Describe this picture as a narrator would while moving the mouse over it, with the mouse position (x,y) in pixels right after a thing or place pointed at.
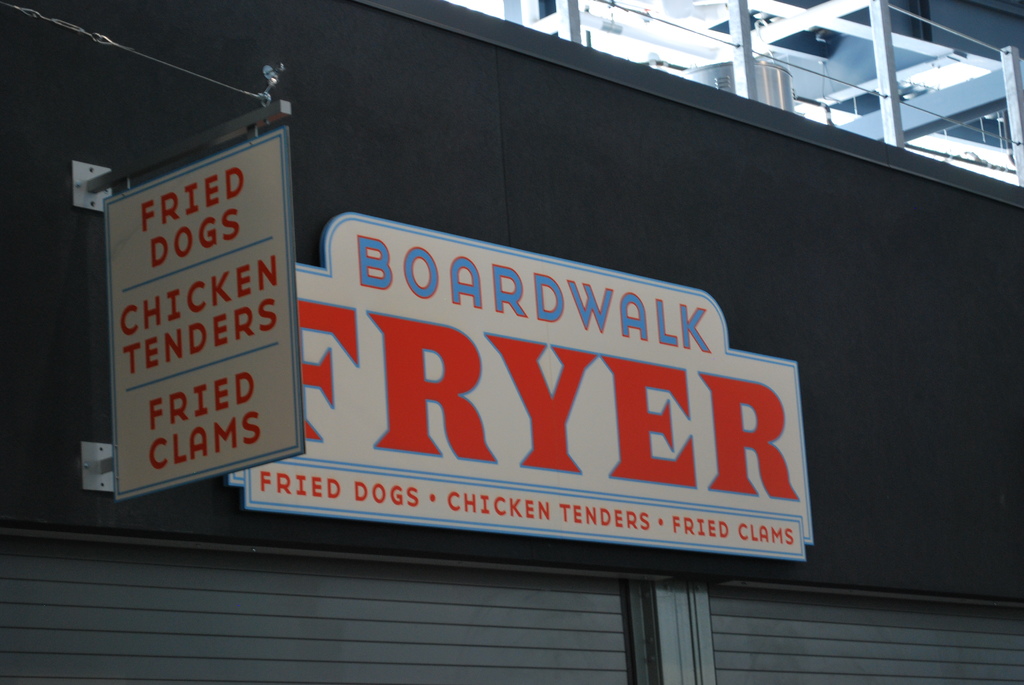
In this picture I can see boards (456,457) on which something written on it. These boards (549,265) are attached to a black color wall (815,136). I can also see shutters (723,620) and other objects (643,658).
